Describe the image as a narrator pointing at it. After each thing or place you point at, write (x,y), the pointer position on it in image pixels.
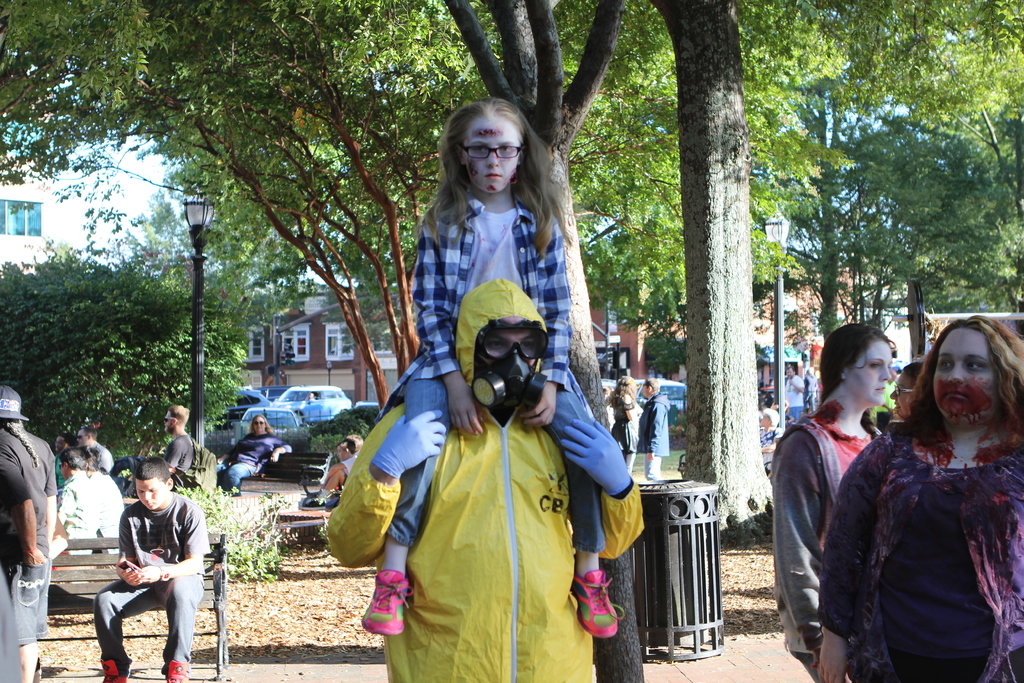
In this image we can see there are a few people (575,464) standing and few people (161,481) are sitting on the bench (318,463) and there is a dustbin (679,548). At the back (272,229) there are buildings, trees (309,253), street lights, fence (302,420) and light poles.
